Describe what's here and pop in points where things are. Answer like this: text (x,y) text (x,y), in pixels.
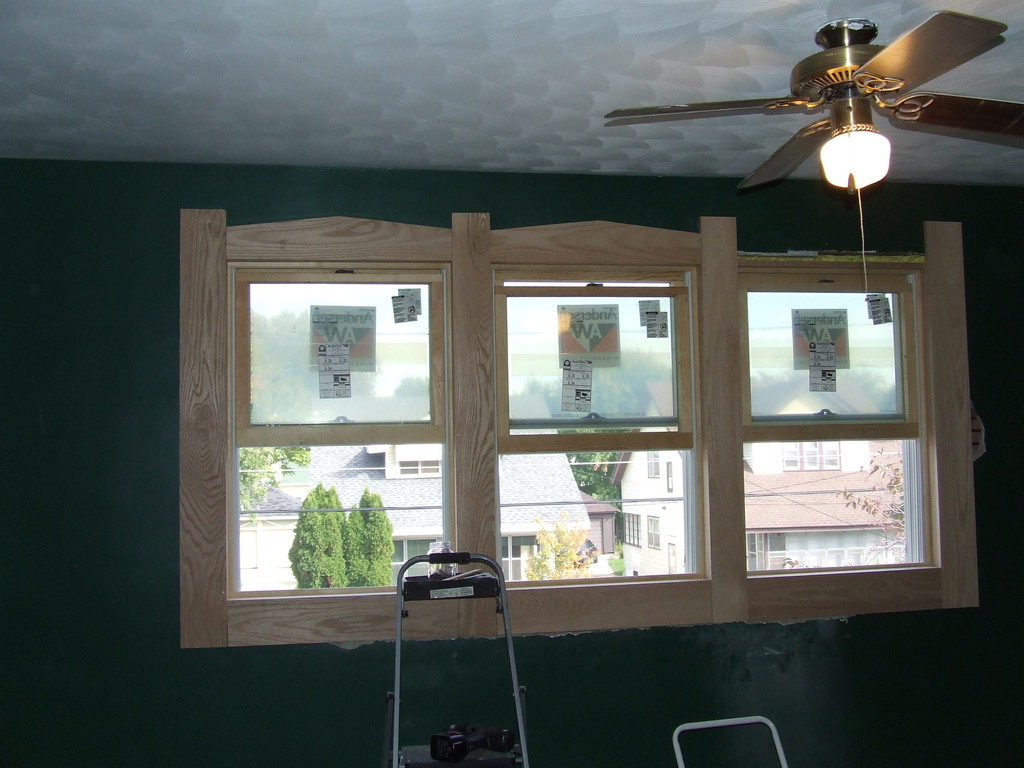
In this image we can see a wall (98,400). Also there are windows (630,409). On the windows (523,375) many things (598,365) are pasted. On the ceiling (764,41) there is a fan (735,100) with a light (860,143). At the bottom (511,671) there is a stand (475,758). On the stand (493,761) there is an object (493,739). Through the windows (753,361) we can see trees (600,478) and buildings (566,483) with windows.
